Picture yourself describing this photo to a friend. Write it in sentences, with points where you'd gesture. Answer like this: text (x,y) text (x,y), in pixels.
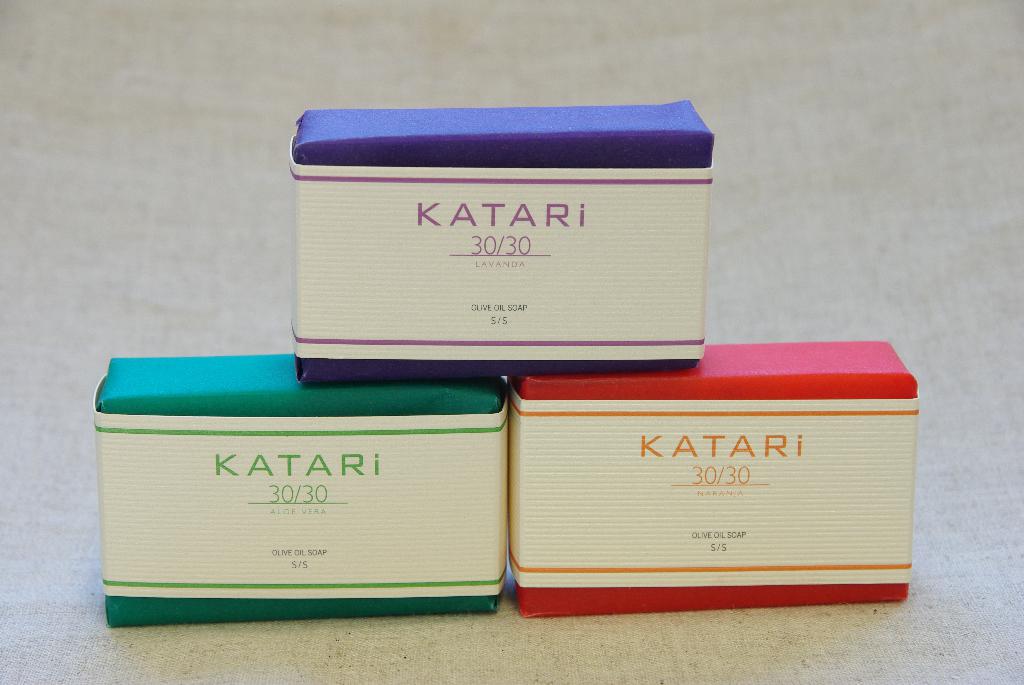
In this image there are three soap boxes (380,394) of different colors. Two soap boxes (496,498) are on the floor (580,634). On it there is another soap box (486,296). On the boxes (474,329) there is some text (291,470).
